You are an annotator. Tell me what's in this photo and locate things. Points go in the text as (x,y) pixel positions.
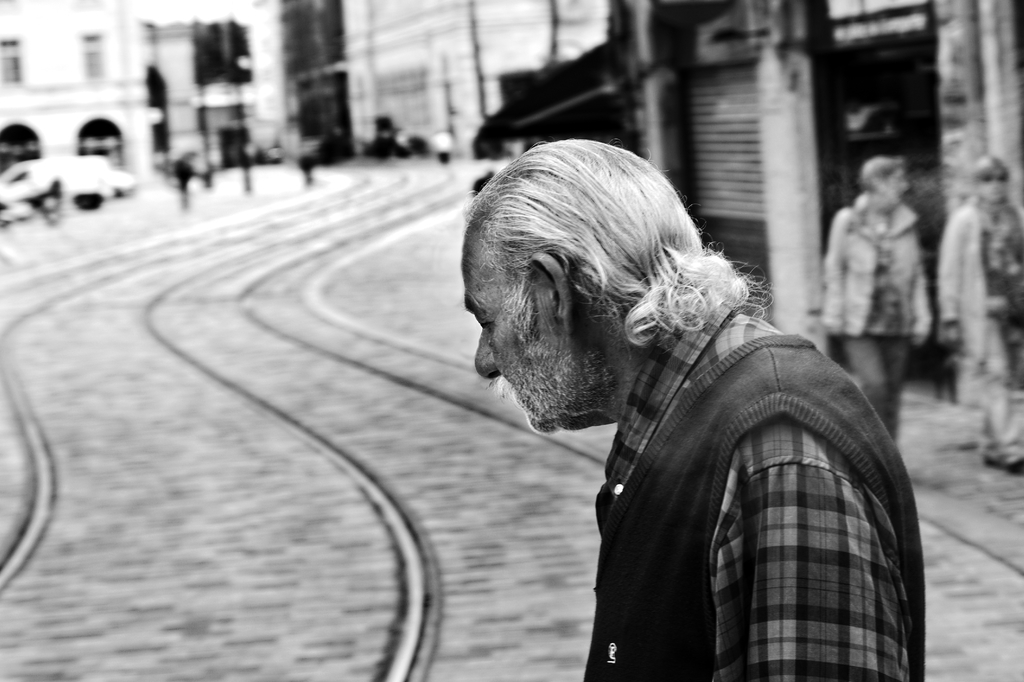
In this picture there is a old man (776,459) standing and there are few tracks (283,419) beside him and there are two persons (975,221) standing in the right corner (923,217) and there are few buildings (79,64), vehicles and some other objects (243,78) in the background (293,75).
